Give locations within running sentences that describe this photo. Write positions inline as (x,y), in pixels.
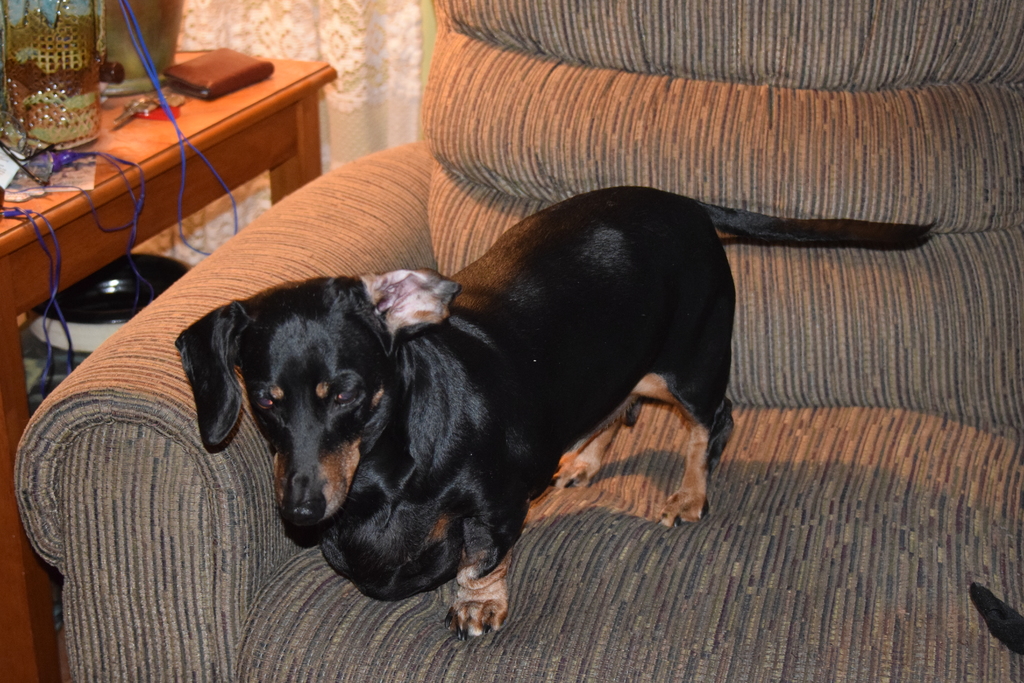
Dog (563,291) is standing on a couch (755,351). Beside this couch (309,198) there is a table (225,141), on a table (203,111) there is a wallet (220,77), container (92,104) and cable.
